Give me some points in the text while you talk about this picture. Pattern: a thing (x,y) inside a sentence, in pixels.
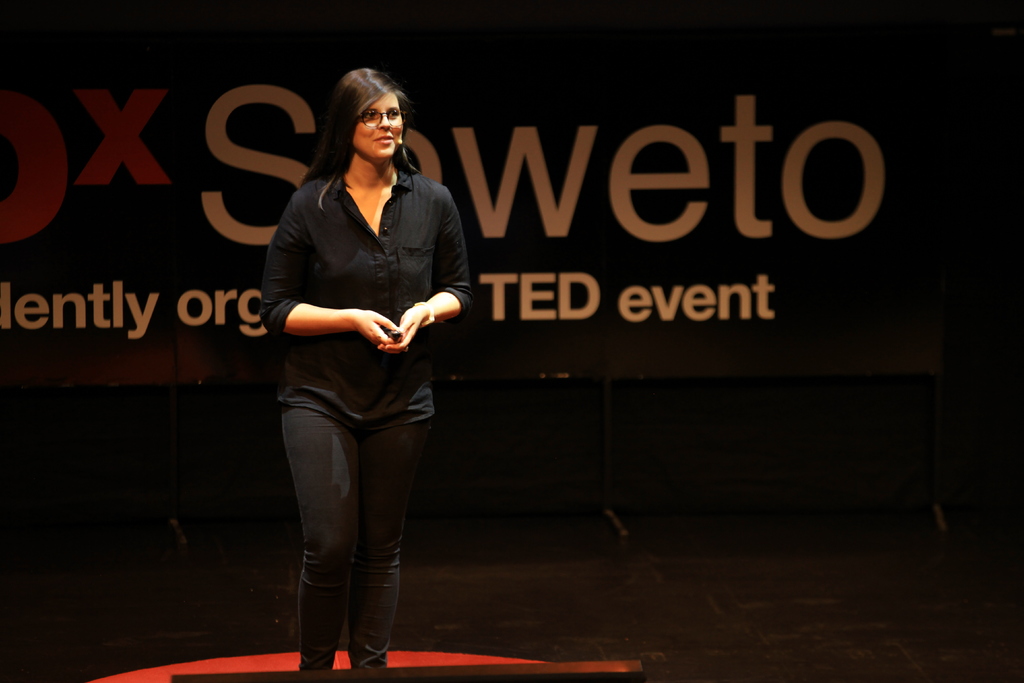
In the background (809,197) we can see the board (617,121). In this picture we can see a woman (336,200) in the black attire (405,227). She wore spectacles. We can see an object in her hands (417,328). It seems like she is talking. At the bottom portion of the picture (602,615) we can see the platform (728,641).
